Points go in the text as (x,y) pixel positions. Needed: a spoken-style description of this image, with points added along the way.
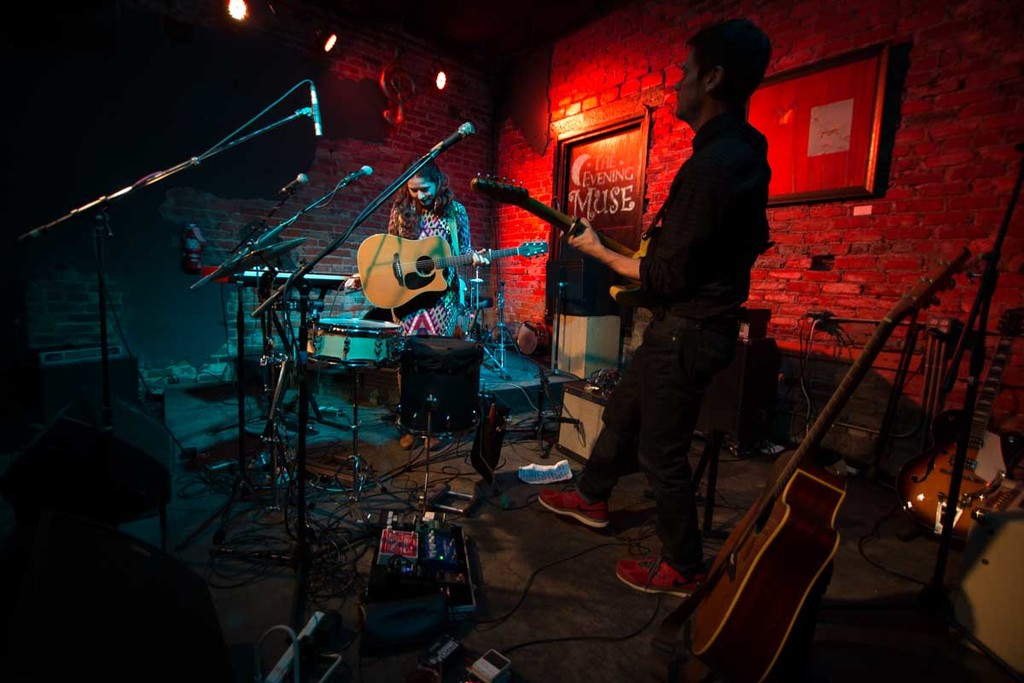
In this picture we can see a woman (428,181) and a man (622,415) playing guitar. These are the mikes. Here we can see musical instruments (823,431). On the background (343,154) there is a wall (569,58). These are the lights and there is a door (592,191).
